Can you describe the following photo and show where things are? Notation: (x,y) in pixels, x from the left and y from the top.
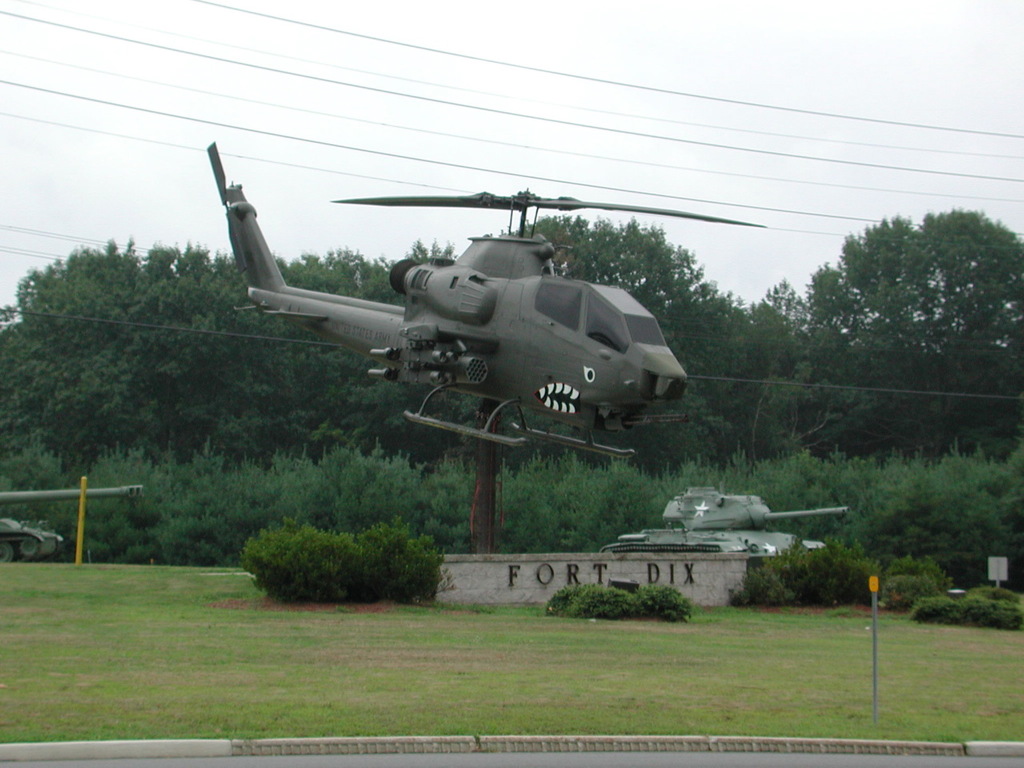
There is a grassy land (446,643) and some plants (581,585) are present at the bottom of this image (340,563). There is an army tanker (23,538) on the left side of this image (44,503) and there are some trees (306,471) in the background (902,531). There is a helicopter (401,357) in the middle of this image (422,285), and there is a sky (407,140) at the top of this image (454,104).
